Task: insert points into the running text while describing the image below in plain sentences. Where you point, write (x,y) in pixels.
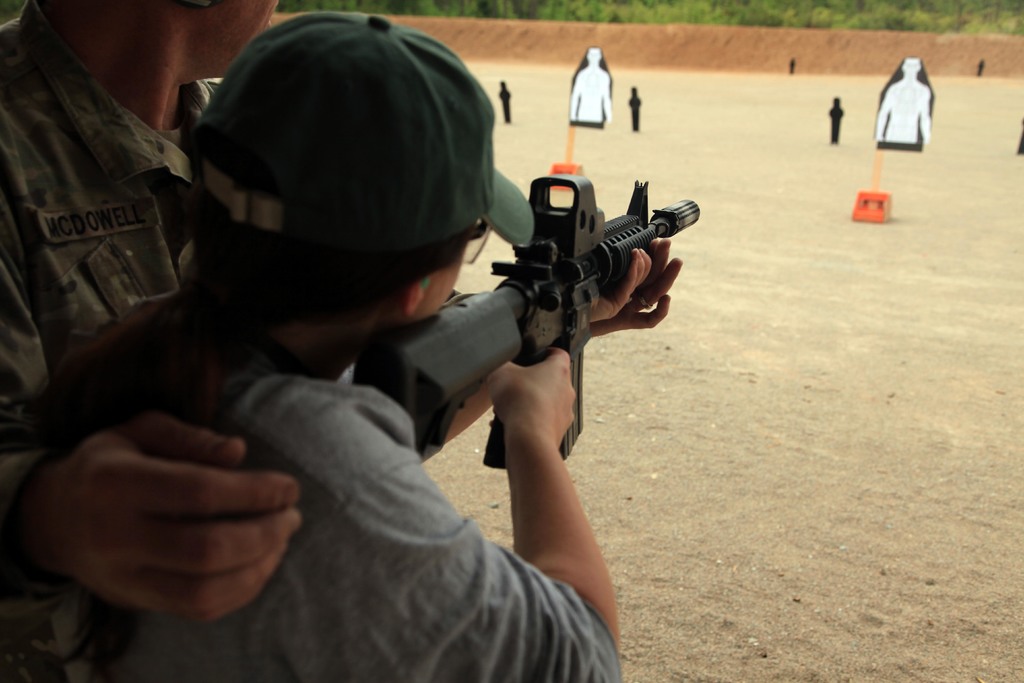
In this picture we can see a person (125,397) wearing a cap (285,125) and holding a gun (576,349). We can see some text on the dress (112,188) of a man (176,213). There are some orange objects (884,210), images (929,104) of persons (904,125) on the objects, other objects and some greenery (871,27) in the background (962,25).
